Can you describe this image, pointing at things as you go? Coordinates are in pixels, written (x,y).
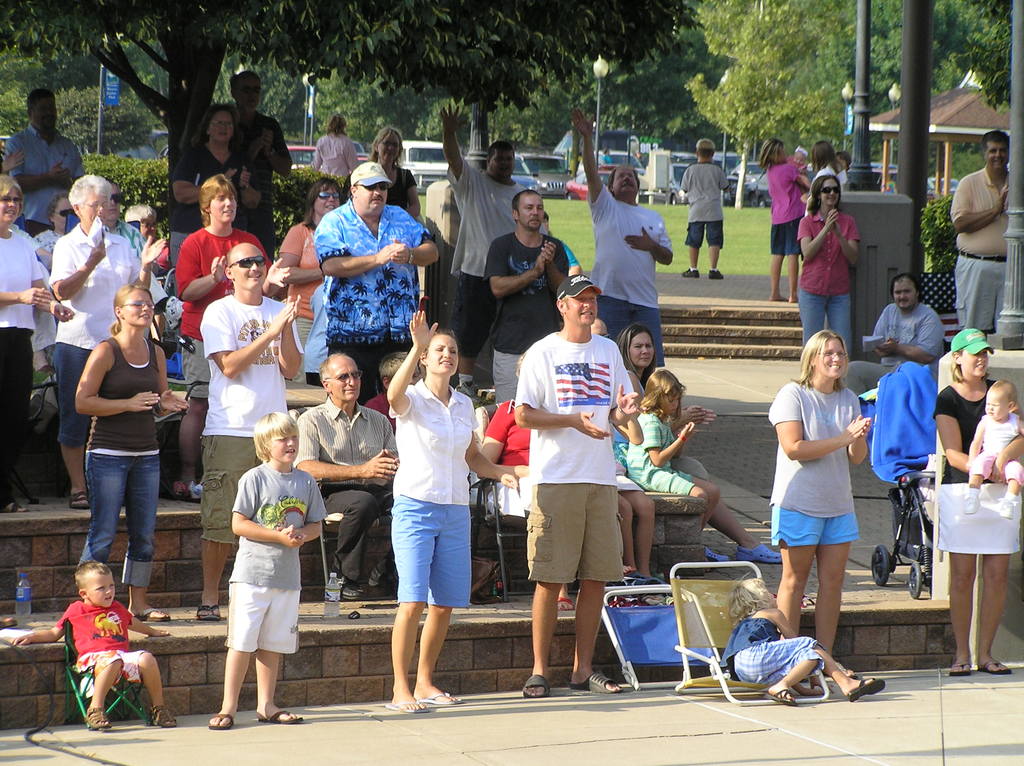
Here in this picture we can see number of people (302,309) standing over a place and we can see some people (330,432) are sitting on chairs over there and encouraging something by clapping their hands (511,485) and we can see some people (404,298) are wearing cap (365,179) and goggles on them and in the far we can see lamp posts (595,63) and cars (438,146) and plants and trees (680,55) present all over there.
